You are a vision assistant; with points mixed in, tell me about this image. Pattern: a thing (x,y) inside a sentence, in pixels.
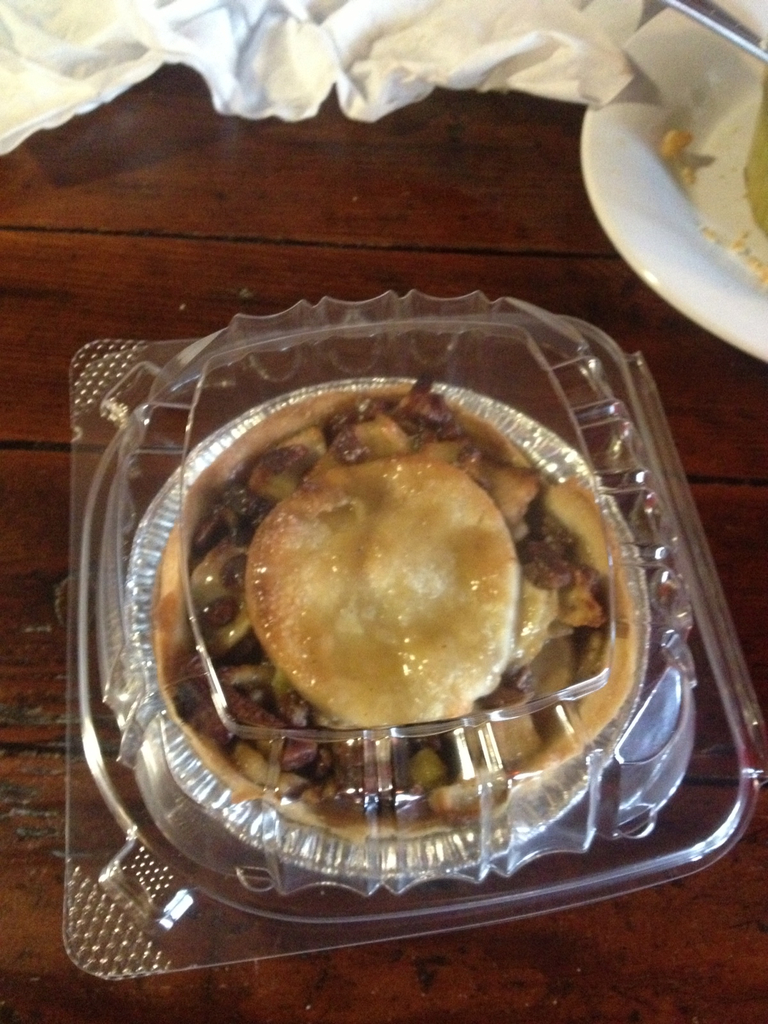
In this image, we can see some food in a container (157,395). We can see the wooden surface (280,224). We can see some cloth (148,66) and a white colored container (628,148) with an object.
